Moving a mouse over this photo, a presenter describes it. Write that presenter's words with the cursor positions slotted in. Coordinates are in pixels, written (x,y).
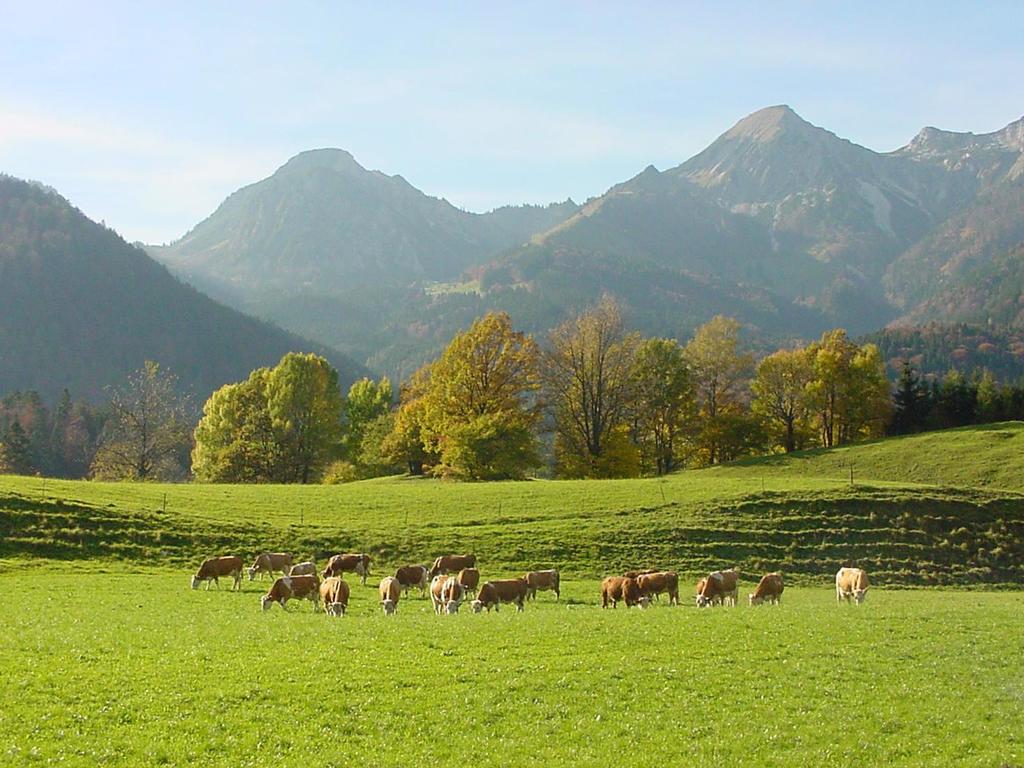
This is the picture of a field (473,594) in which there are some animals (473,594) on the grass floor (190,570) and behind there are some trees (636,380) and mountains (630,206).
